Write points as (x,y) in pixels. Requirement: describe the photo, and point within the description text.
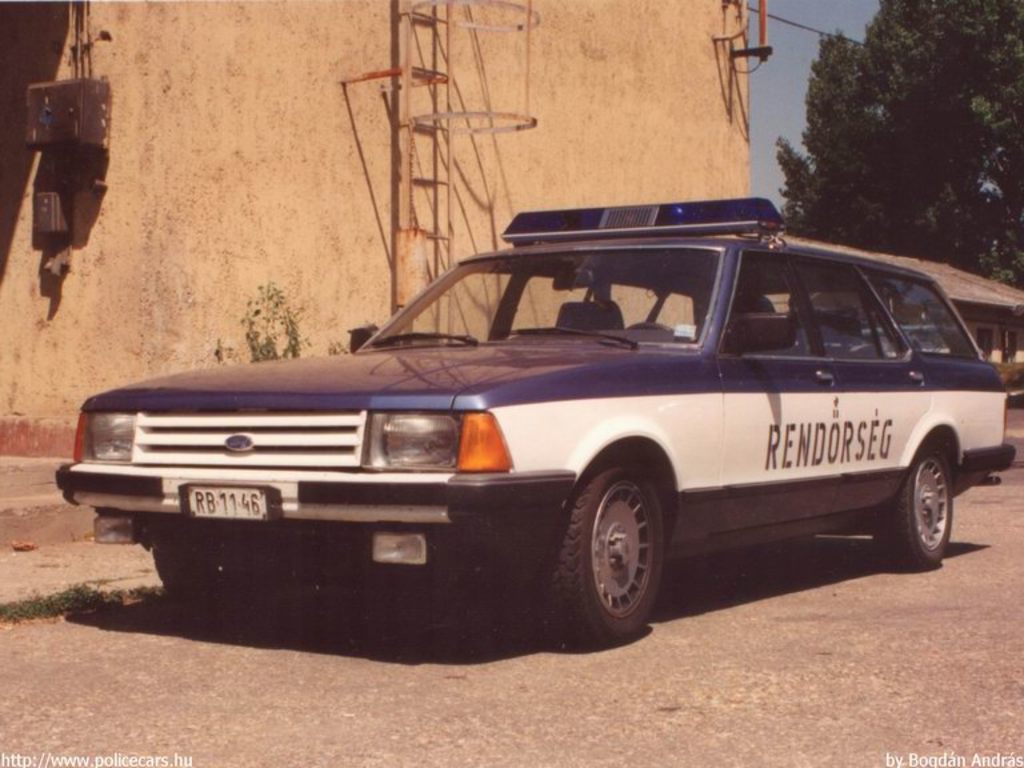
In this image we can see there is a car (531,372) on the road (520,682). On the left side of the image (237,195) there is a building (498,146). On the right side of the image (904,151) there is a tree (896,90).
